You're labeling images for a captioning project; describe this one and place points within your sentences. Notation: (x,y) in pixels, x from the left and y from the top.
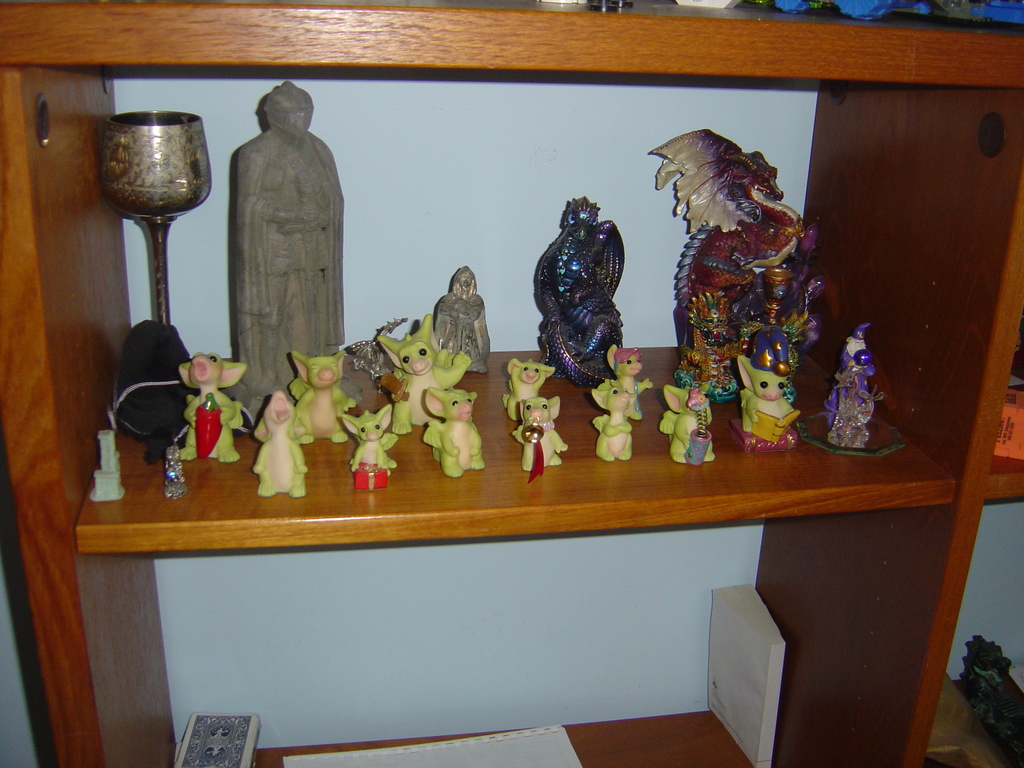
In this image I can see the toys (428,413) inside the rack (68,235). These toys (280,410) are colorful and the rack (409,479) is in brown color. I can see few papers (397,758) and books (744,685) can be seen in it.
